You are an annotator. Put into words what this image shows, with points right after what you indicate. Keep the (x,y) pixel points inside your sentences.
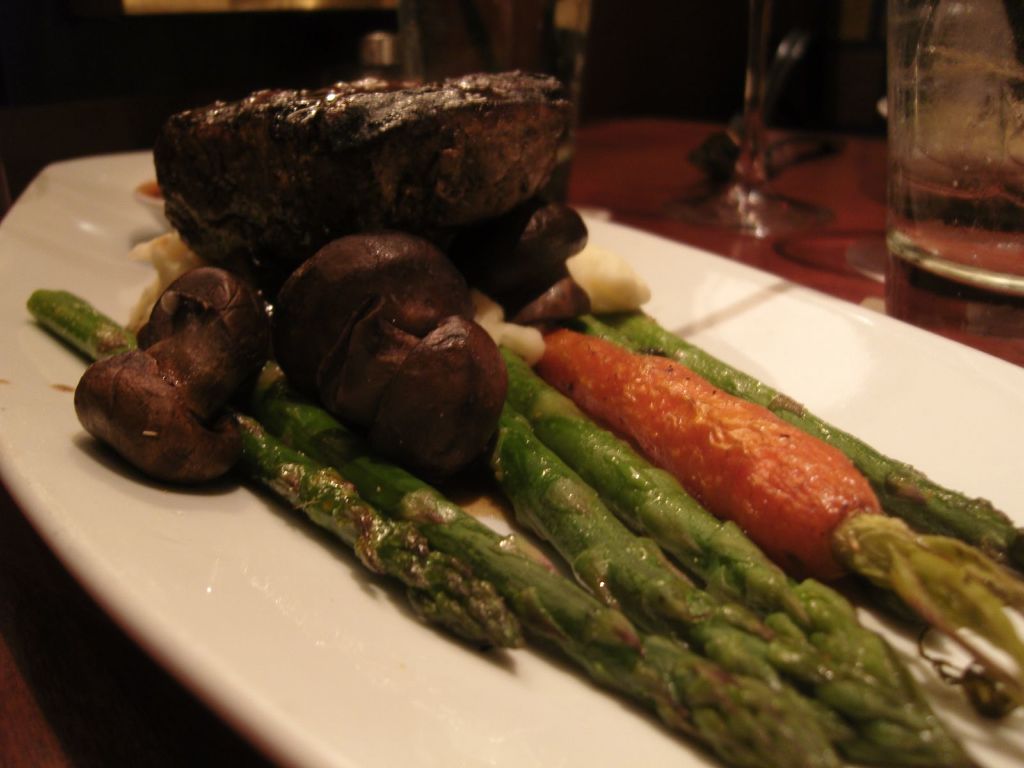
In this image I can see there is a carrot (722,440) cooked on the white color plate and other vegetables (620,449) in it. On the right side (1000,145) there is a glass (962,178).
